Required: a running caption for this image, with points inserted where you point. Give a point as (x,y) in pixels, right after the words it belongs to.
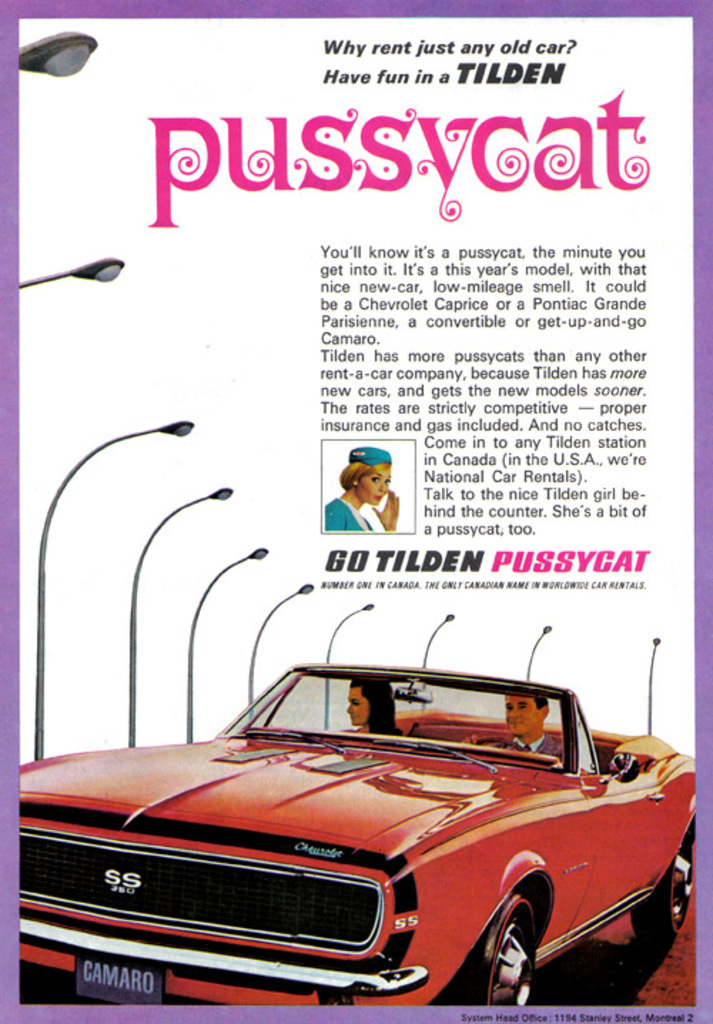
In this image we can see a picture of two persons (529,743) riding a car (526,808). In the background (196,504), we can see group of light poles (67,273) and some text (617,307) on it.
